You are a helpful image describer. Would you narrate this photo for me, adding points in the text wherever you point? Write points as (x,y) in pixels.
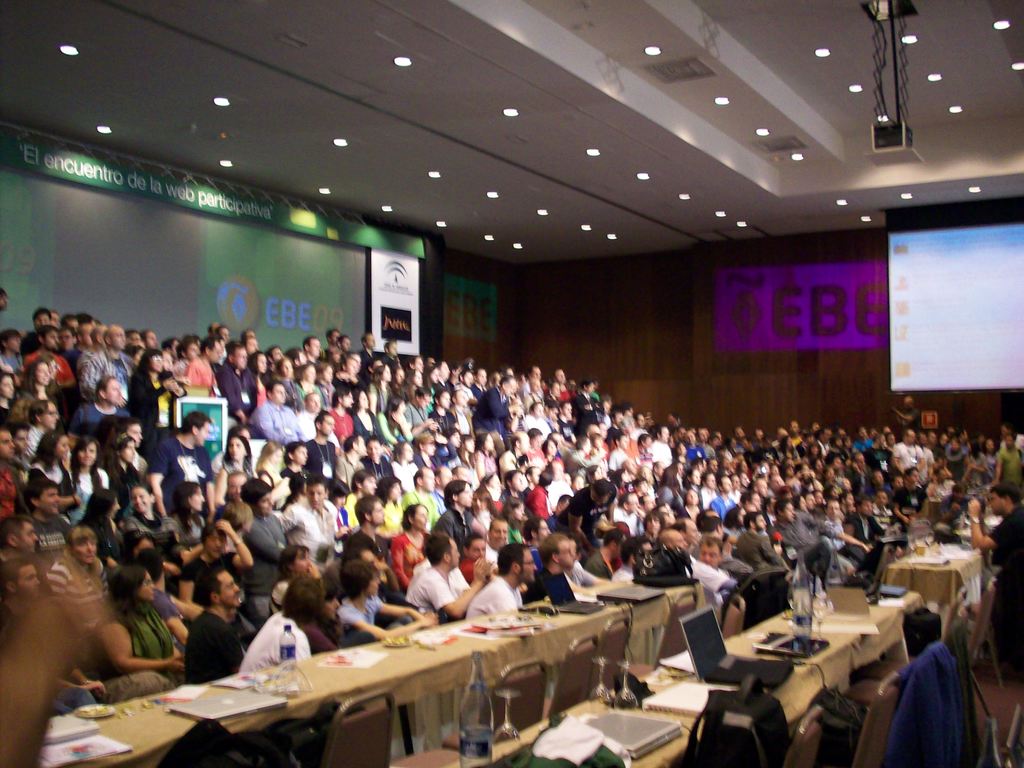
In the picture we can see a seminar hall (557,503) with many people (610,561) sitting in the chairs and near to them, we can see some desk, with some chairs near it and some people (438,572) sitting on it and on the desk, we can see some laptops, papers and in the background (352,264) we can see a wall (335,285) with some board (344,278) and a screen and to the ceiling (606,205) we can see the lights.
